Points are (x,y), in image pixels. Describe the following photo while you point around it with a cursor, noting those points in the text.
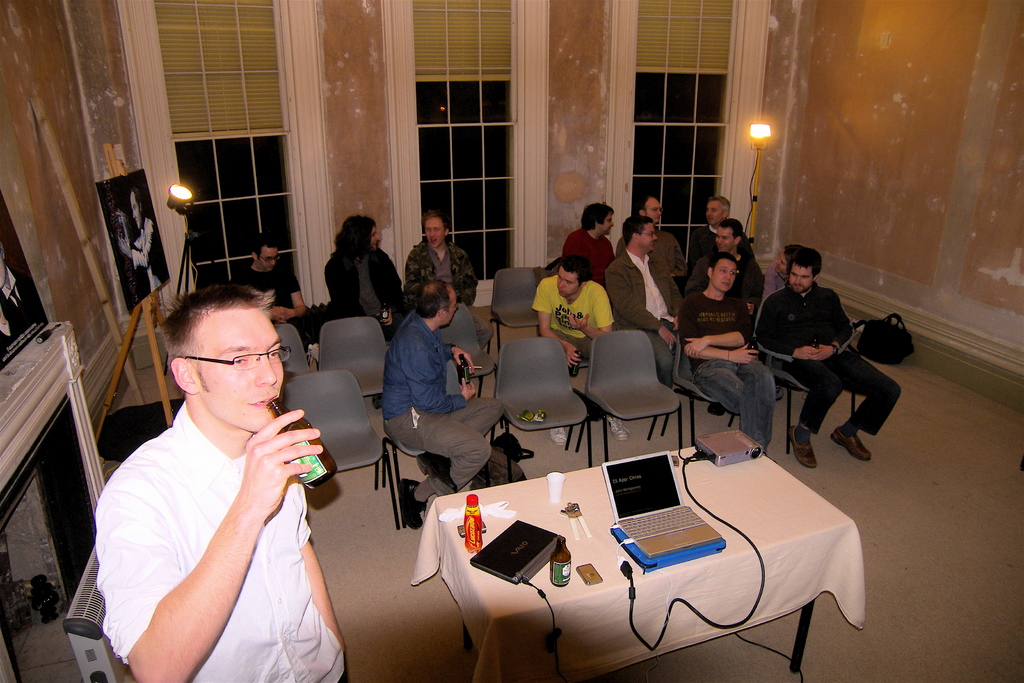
In this picture there are group of people (704,371) those who are sitting at the center of the image (366,348) on the chairs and there is a table (507,585) in front of them, on which there is a bottle (477,542), glass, and a laptop (618,487) and there are windows (519,154) at the back of the area of the image.
